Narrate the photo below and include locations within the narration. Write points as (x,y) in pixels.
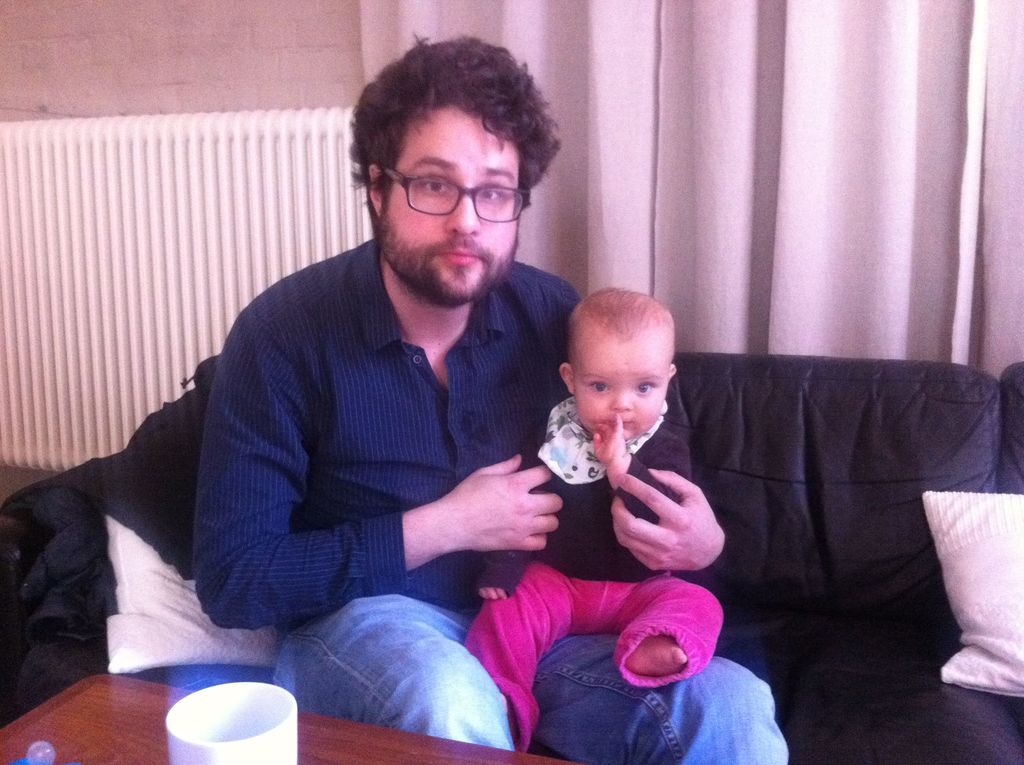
In the image in the center (497,349), we can see one person (437,455) sitting on the couch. And he is holding one baby (553,480). In front of him, there is a table (141,699) and cup (210,737). In the background (275,98) there is a wall (198,34) and a curtain (930,81).
